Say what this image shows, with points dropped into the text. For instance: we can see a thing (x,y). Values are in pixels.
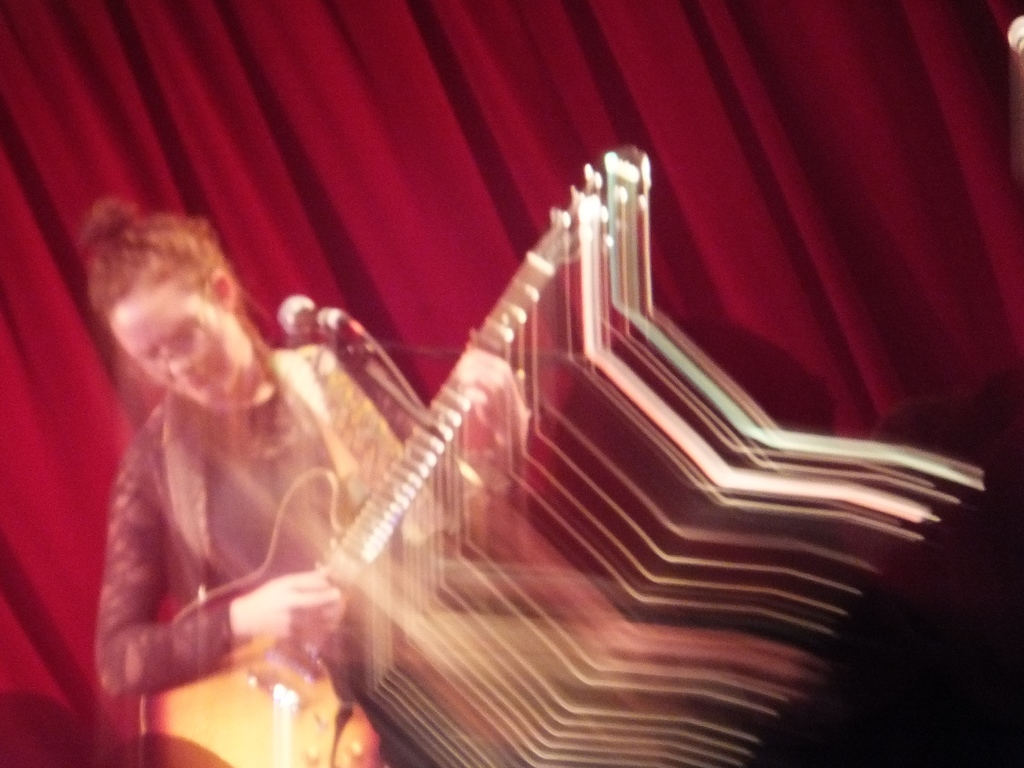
In this image there is a lady (246,482) playing guitar (307,730) and it is blurred, in the background (172,118) there is a red curtain (12,205).
